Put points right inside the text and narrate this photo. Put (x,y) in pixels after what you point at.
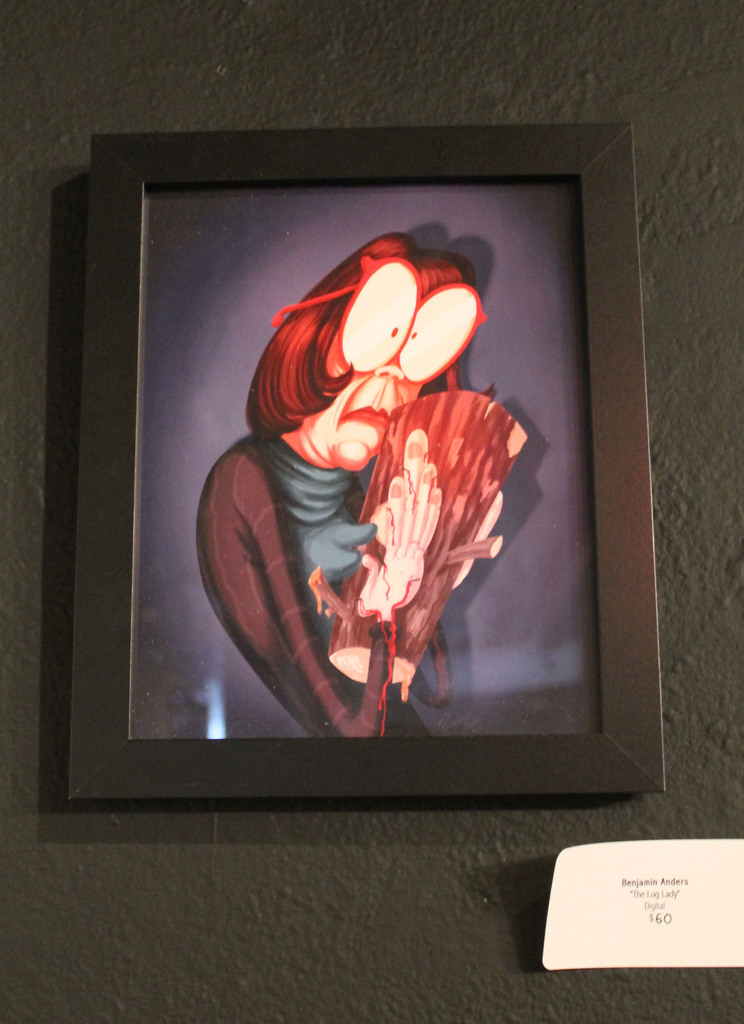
In this image we can see the wall (541,881) with a photo frame (154,763).
